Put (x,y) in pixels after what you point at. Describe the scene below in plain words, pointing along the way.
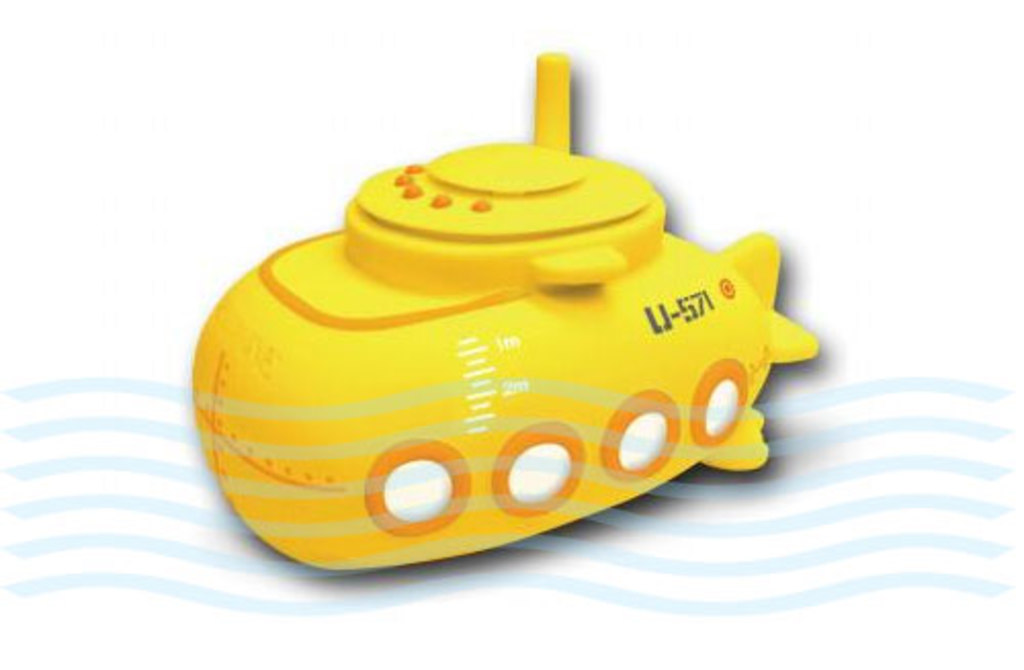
There is a toy vehicle (394,332) in the center of the image (480,339) and there is water mark (938,506) at the bottom side (537,554).
